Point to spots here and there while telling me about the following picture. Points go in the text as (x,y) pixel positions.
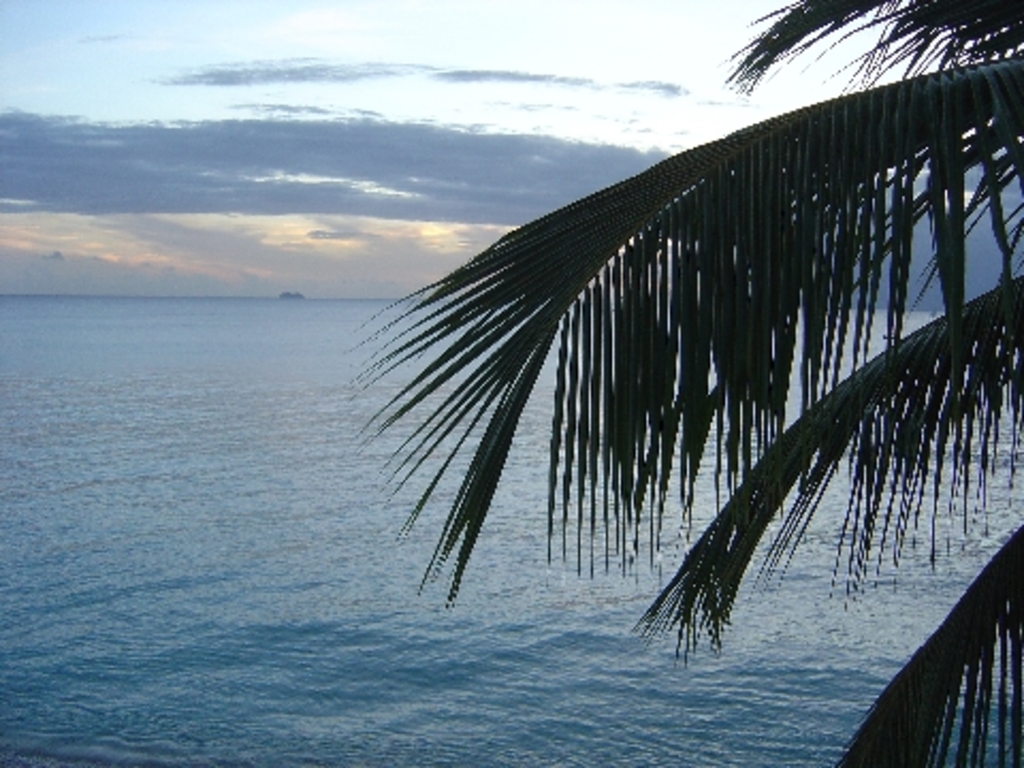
In this image, this looks like a sea (268,605) with the water (358,611) flowing. On the right side of the image (980,614), I can see a tree (877,197) with the leaves (731,313). These are the clouds (386,127) in the sky (447,85).
